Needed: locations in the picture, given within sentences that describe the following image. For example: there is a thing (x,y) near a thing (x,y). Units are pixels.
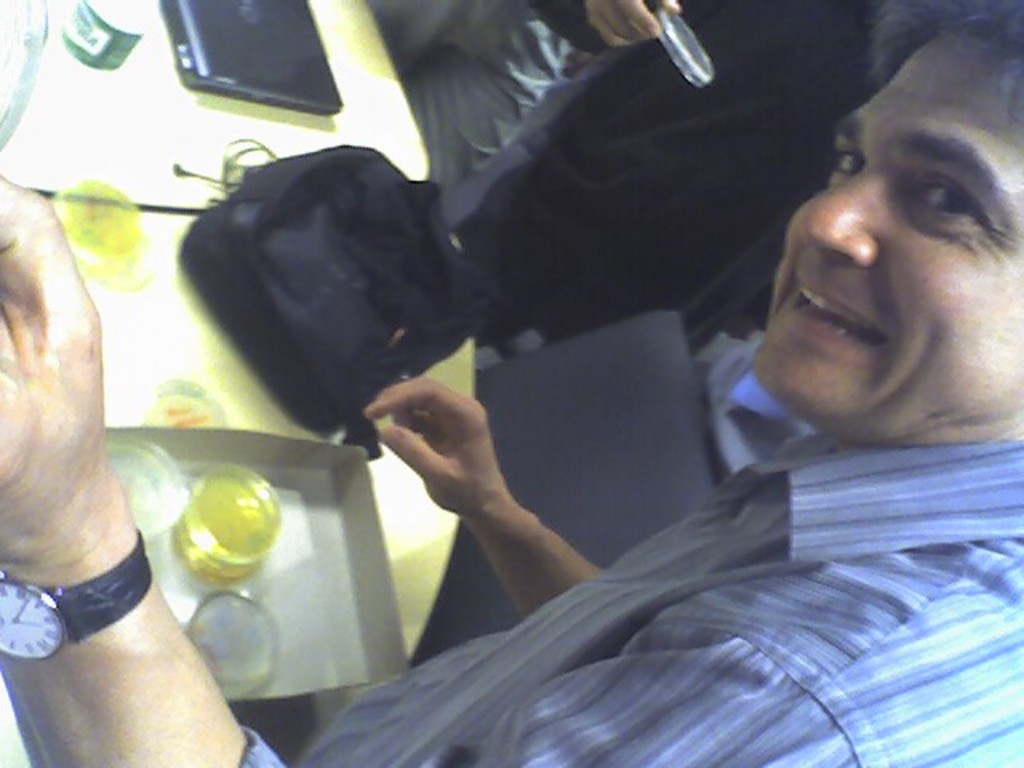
In this picture there is a man (968,614) who is wearing shirt (429,728) and watch (51,626). He is standing near to the table (306,126). On the table (298,140) I can see the black bag (383,324), glasses (207,540), laptop (235,52), cables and water bottle (131,50). At the top (525,107) I can see the person's leg (512,110) who is standing near to the chairs (623,365).
